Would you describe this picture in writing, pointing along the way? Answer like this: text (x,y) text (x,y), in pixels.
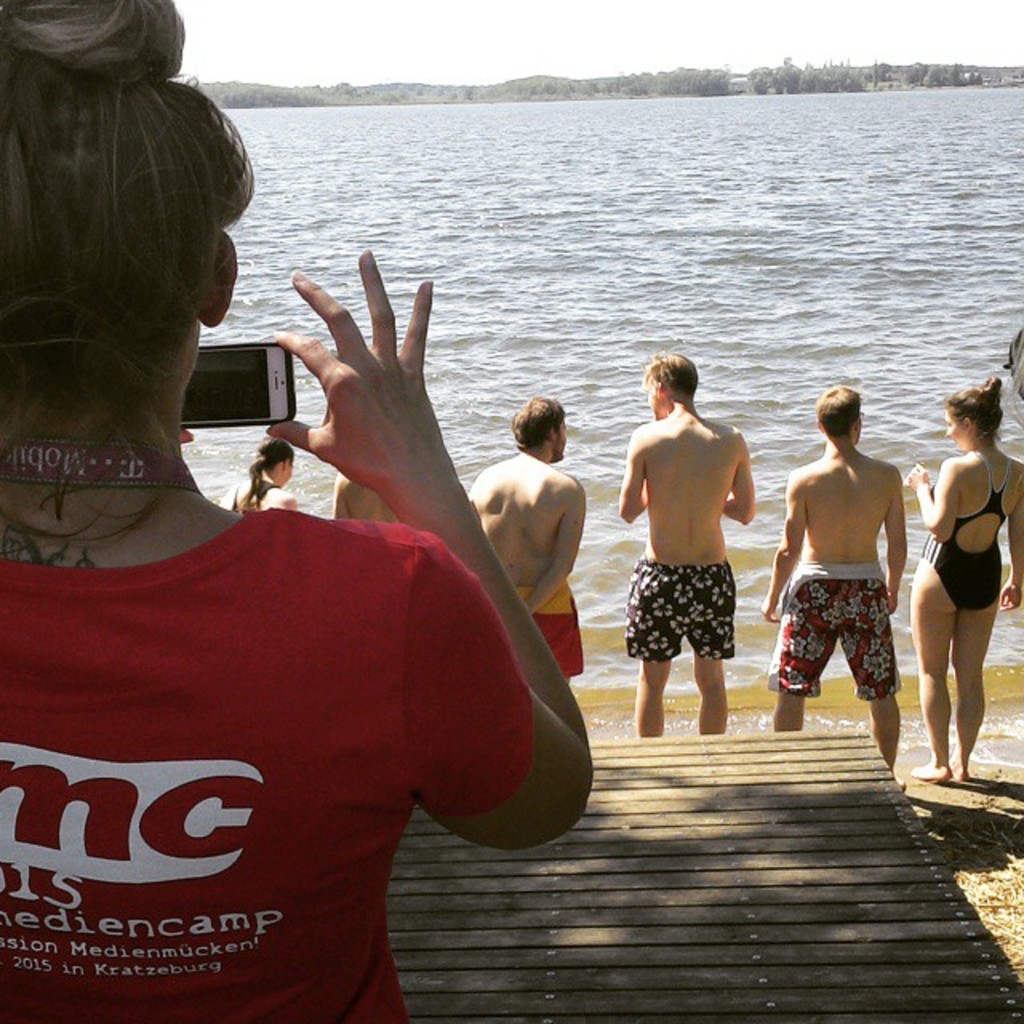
On the left side of the image (218,749) we can see a woman (206,582) holding a mobile phone (224,379). In the center of the image (512,524) we can see group of persons (720,646) standing at the water (912,708). In the background (914,697) we can see water (477,229), trees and sky (664,67).
